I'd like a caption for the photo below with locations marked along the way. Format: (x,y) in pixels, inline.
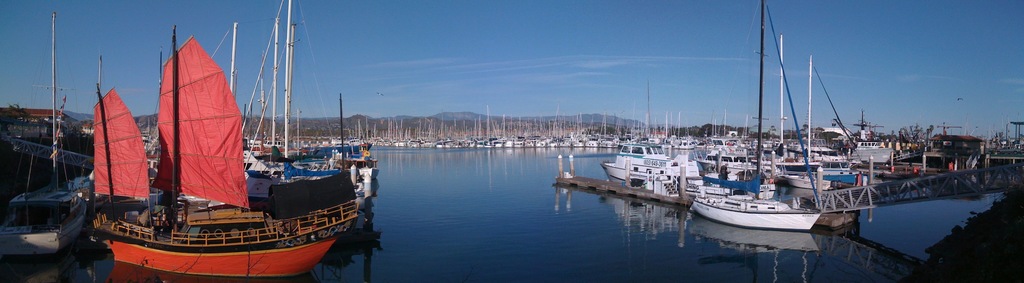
In this image we can see a river (592,262) in which there are some boats (279,160), ships (305,173) which has poles (273,93) and also we can see some mountains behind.
